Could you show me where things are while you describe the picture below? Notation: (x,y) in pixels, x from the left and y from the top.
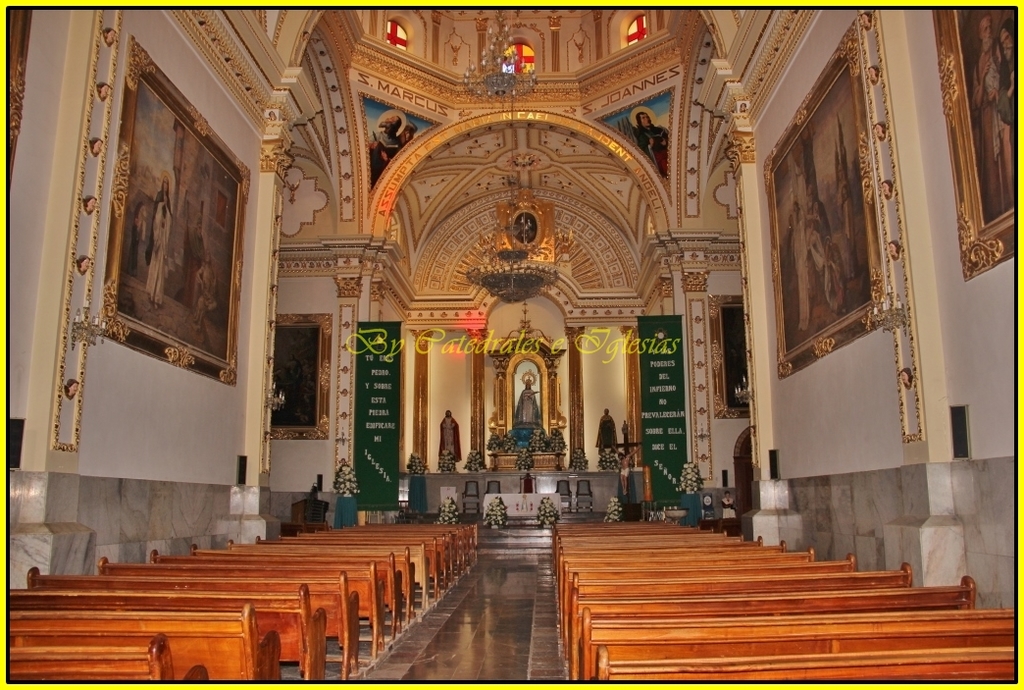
In this image I can see benches (645,624), wall paintings (145,280) on a wall (944,492), boards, houseplants (539,434), statues (520,428), idols (532,377) and a chandelier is hanged on a rooftop (557,139). This image is taken may be in a church (479,310).
